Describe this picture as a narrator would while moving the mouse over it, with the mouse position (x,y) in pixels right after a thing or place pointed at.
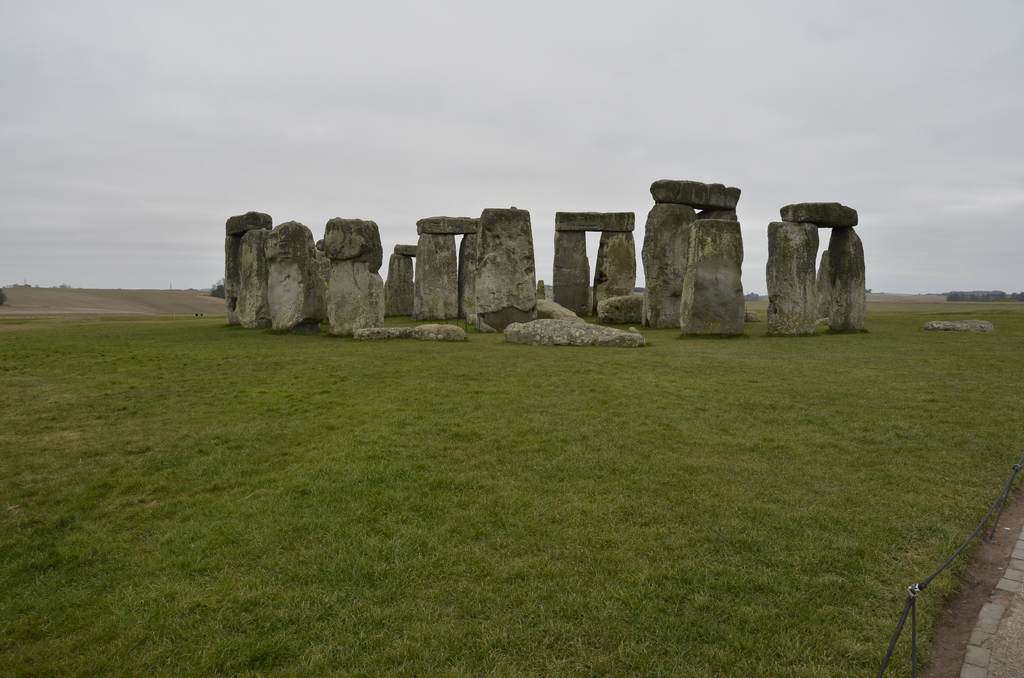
In this image we can see this ground (624,602) is full of grass (437,365) and in the middle (610,285) there are rocks (801,312) one over the other background (448,91) is the sky (449,72).
